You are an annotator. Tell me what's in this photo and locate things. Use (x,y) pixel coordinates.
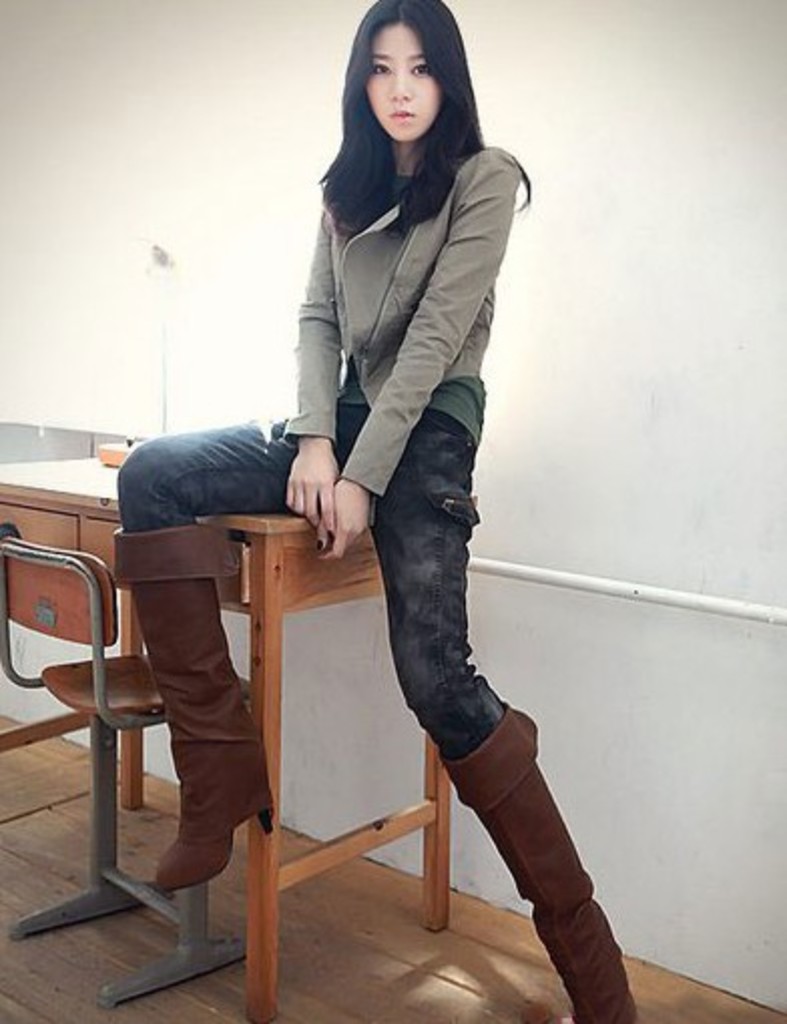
In this image i can see a woman (403,405) sitting on the table (263,524) there is a chair (135,659) in front of the table (132,649), at the back ground (132,313) i can see a wall (122,222).
